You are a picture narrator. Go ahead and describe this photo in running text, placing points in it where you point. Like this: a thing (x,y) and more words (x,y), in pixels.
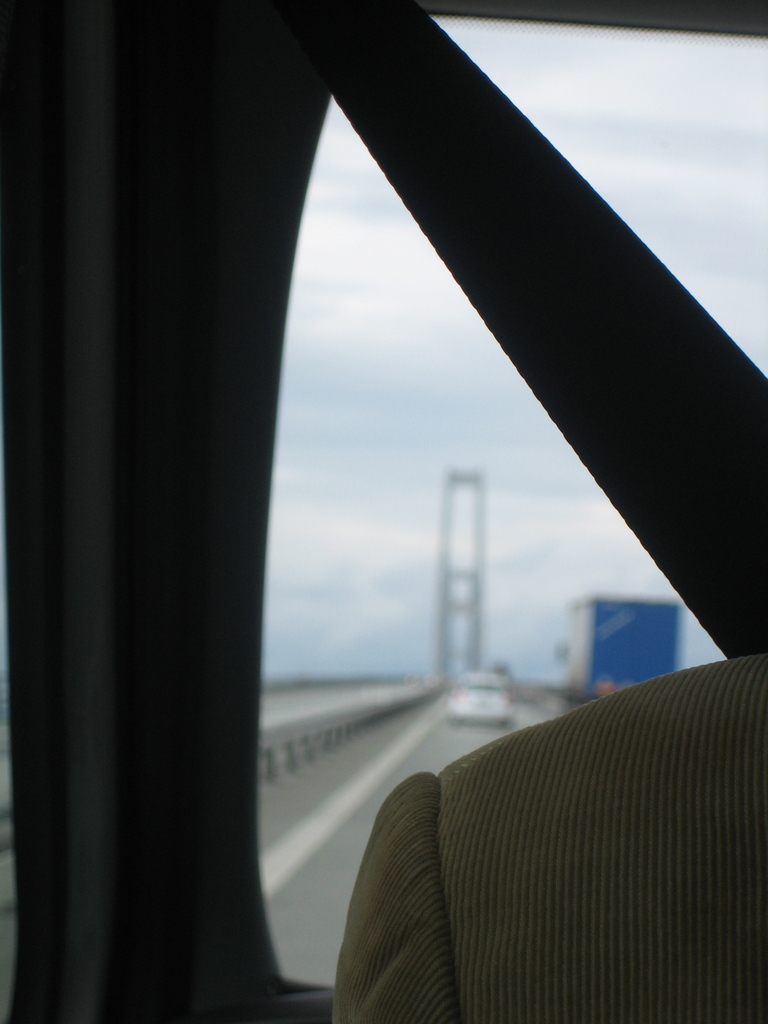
In this image I can see the inner part (541,816) of the vehicle (541,816). In the back (338,801) I can see the road (426,742). On the road (471,729) there are few more vehicles (489,698). To the side I can see the fence (377,714). In the background (437,351) I can see the pole (440,591) and the sky (394,605).
